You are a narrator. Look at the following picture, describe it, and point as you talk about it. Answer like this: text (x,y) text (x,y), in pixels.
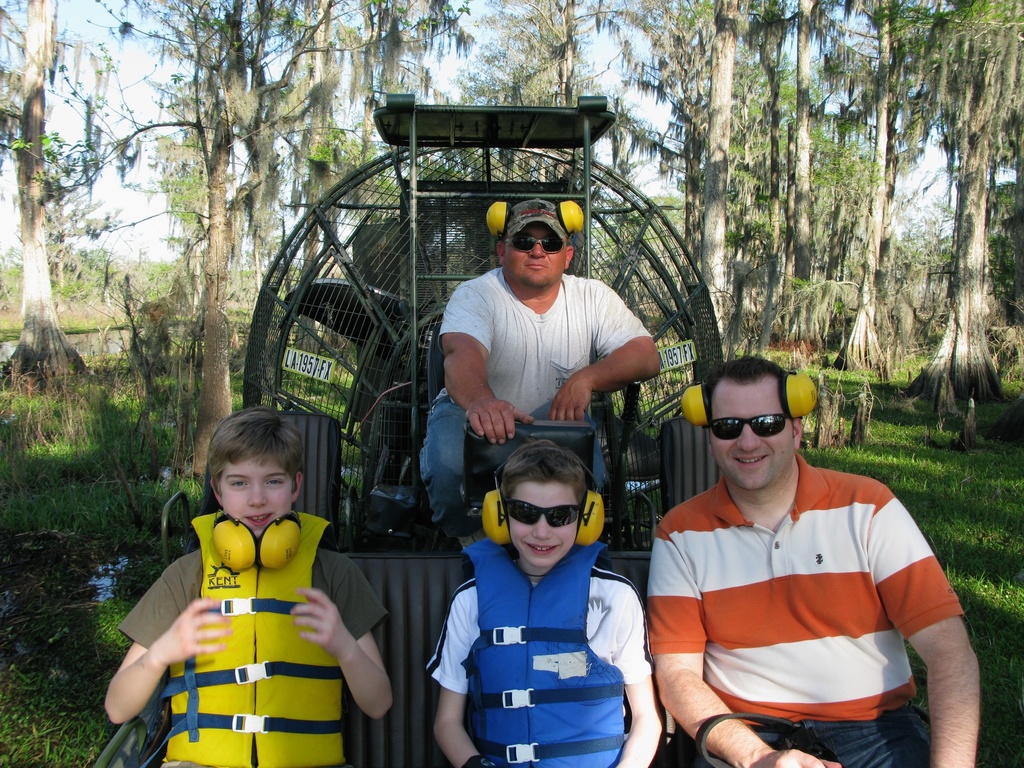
There is a machine (377,328). On that there are four people (480,582) sitting and having ear muffs (284,550). Three are wearing goggles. Two on the left side (302,710) is wearing jackets (215,569). There is water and grass (994,515). In the background (432,87) there are trees (833,154).
